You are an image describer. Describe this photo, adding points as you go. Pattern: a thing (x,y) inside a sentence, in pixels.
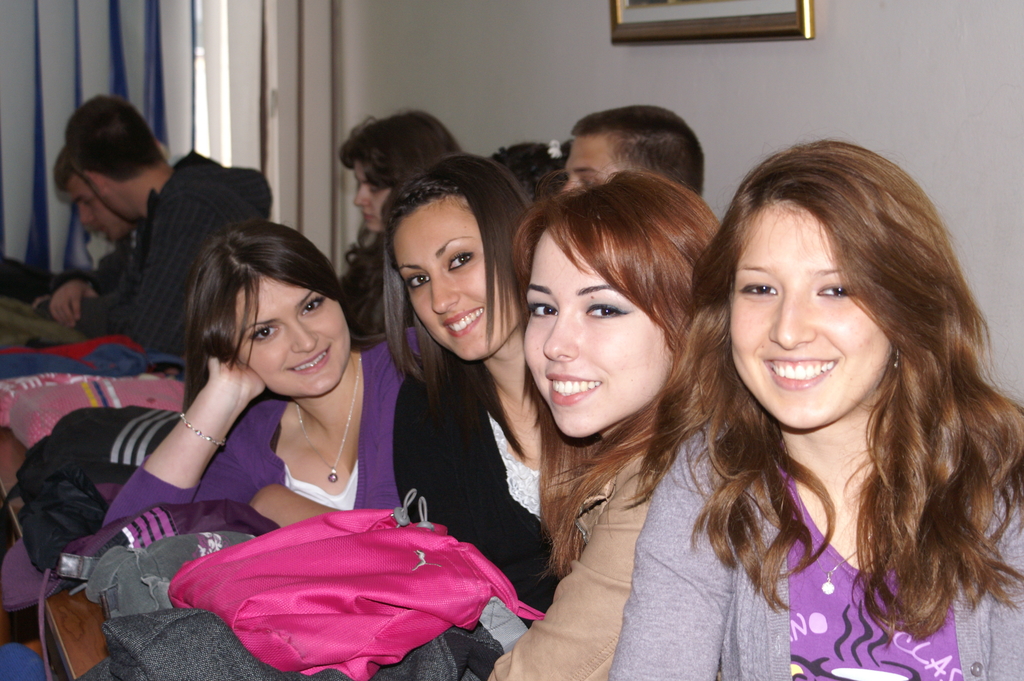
This picture might be taken inside the room (414,424). In this image, we can see group of people (294,276) sitting in front of the table (49,606), on that table (86,629), we can see some bags (370,674). In the background (147,47), we can see curtains (160,48) and a photo frame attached to a wall (934,164).
